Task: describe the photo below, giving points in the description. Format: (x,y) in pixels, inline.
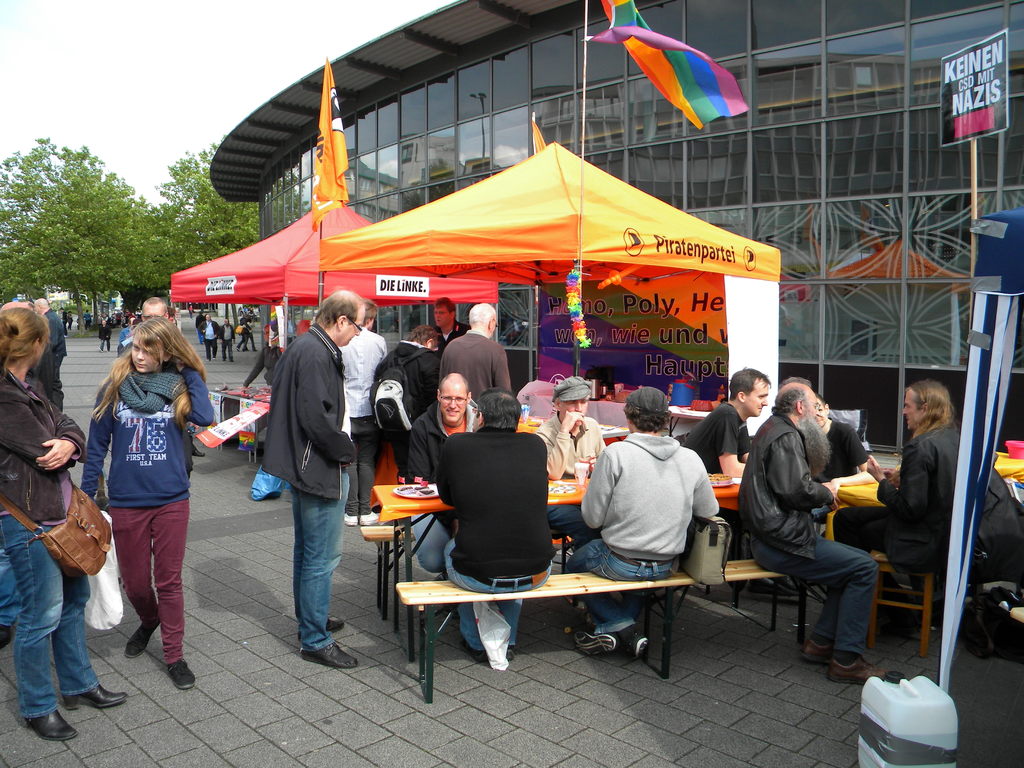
The picture is taken outside the building (849,343) on the roads (445,663) in which there are people (478,552) sitting on the benches (751,567) and having food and in the middle (593,340) there are two tents (448,269) where people (493,367) are shopping and at the left corner of the picture (14,234) there are trees (204,238) and people (144,308) are walking on the road (852,708) and at the right corner of the picture (873,692) there is one can (886,723) and there is one big building (918,3) with glass windows (885,313).
